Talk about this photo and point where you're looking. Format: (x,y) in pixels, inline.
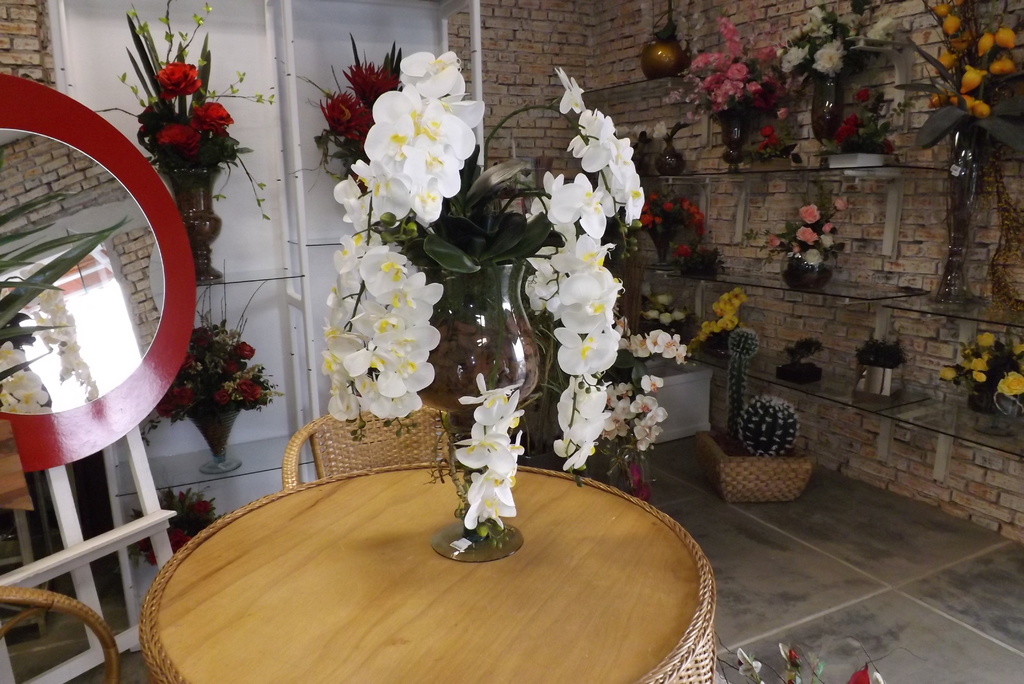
Here we can see a table (424,472) on the floor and flower vase (484,352) on it, and here is the rack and vases (814,282) on it, and at back (509,38) here is the wall (517,28) made of bricks (497,80).
